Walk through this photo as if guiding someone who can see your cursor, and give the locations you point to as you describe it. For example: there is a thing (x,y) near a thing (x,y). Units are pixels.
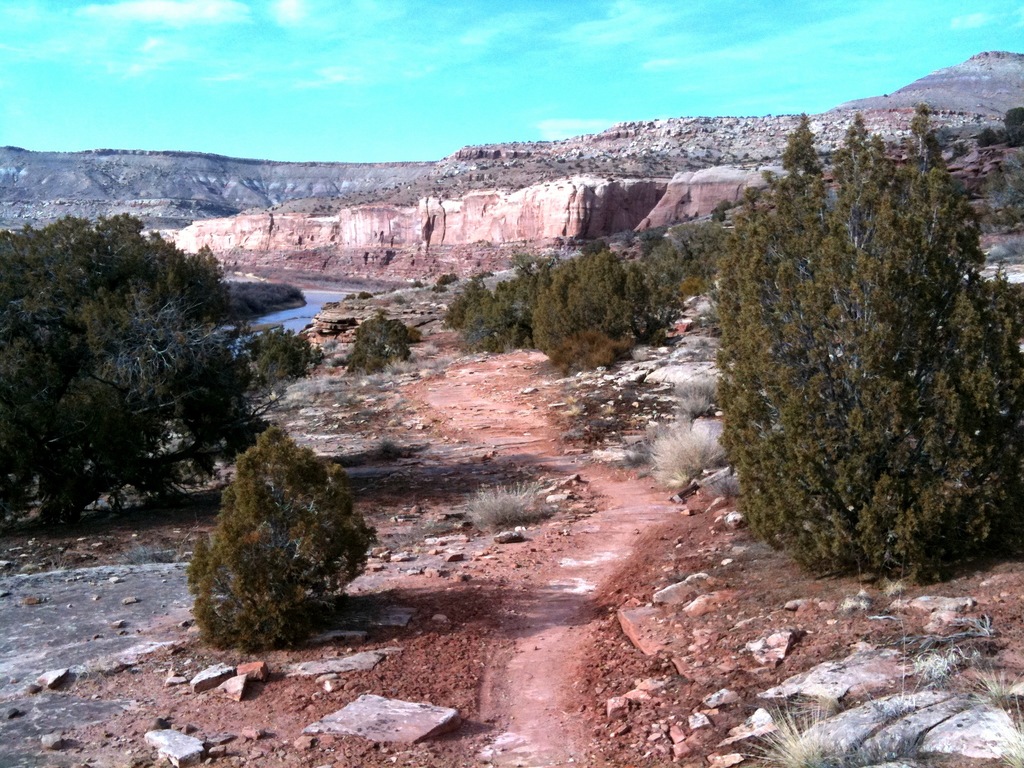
To the bottom of the image (313,565) to the left side (266,460) there is a grass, stones (326,663) and trees (276,476) are on the ground (389,432) and also there is a mud (427,551). To the right corner of the image (810,515) there are stones (931,709), trees (853,524) and also there is a grass (677,464) on the ground (1015,625). In the background (125,180) there is water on the ground (367,410) and also there are trees (541,297), hills (241,166) with stones (467,215). And to the top of the image (474,28) there is a sky (457,102).
